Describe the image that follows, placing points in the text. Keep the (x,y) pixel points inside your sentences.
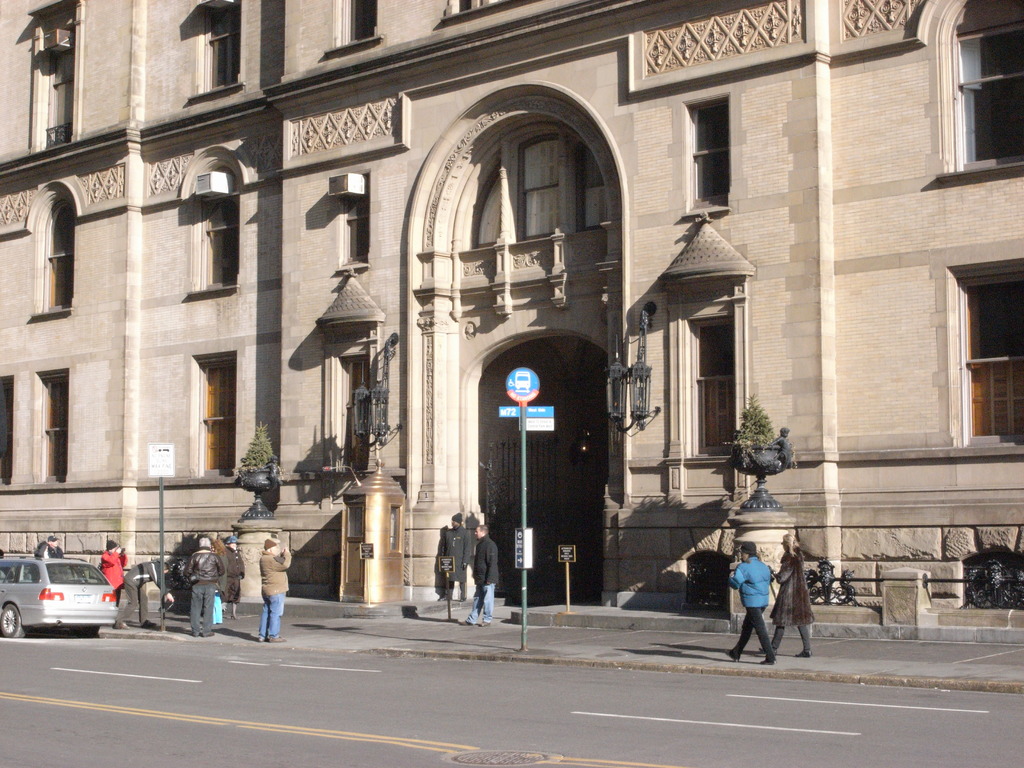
In this picture we can see a building (561,140), windows (990,118), plants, pots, objects (618,387), poles (527,403), boards (527,403), car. We can see the people (120,576) and few (807,633) are walking. At the bottom portion of the picture (493,689) we can see the road (241,692).
